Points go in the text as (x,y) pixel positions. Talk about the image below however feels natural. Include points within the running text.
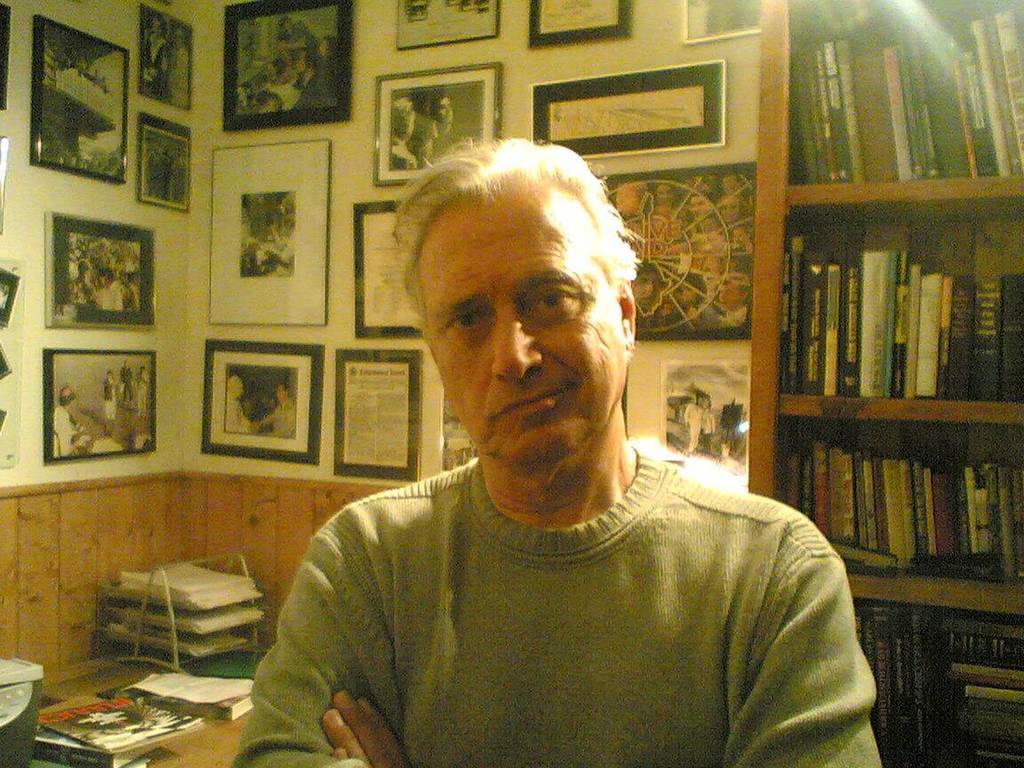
In this picture there is a man (461,253) who is standing in the center of the image (544,309) and there is a bookshelf (785,105) on the right side of the image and there are portraits (425,41) on the wall (11,568) and there are books (109,708) on the desk (152,665) at the bottom side of the image (111,743).
